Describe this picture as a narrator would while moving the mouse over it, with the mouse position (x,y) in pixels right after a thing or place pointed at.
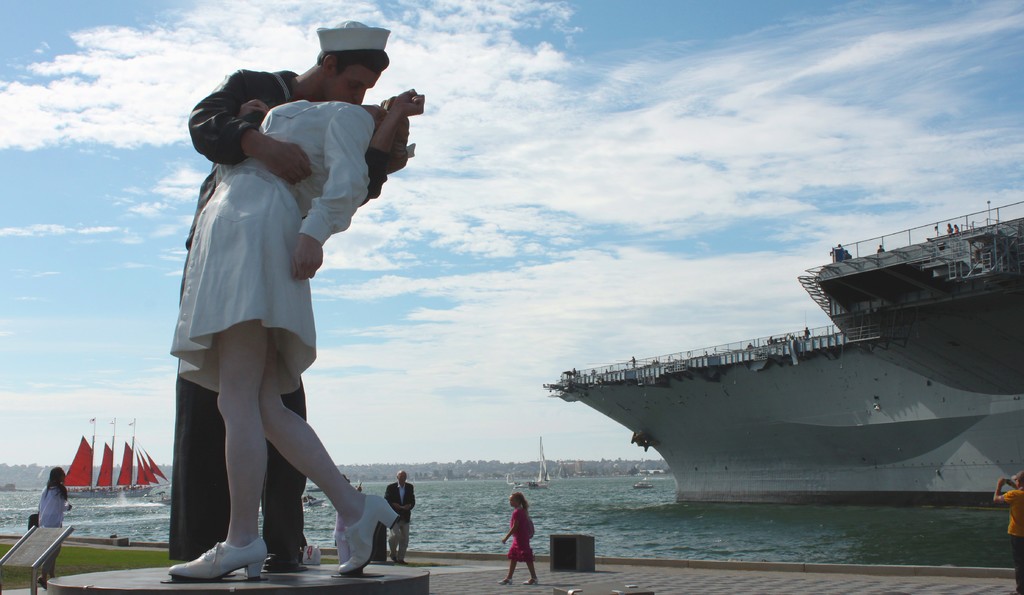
This is the man (245,125) and woman (276,176) standing. I can see a man (296,405) holding the woman (368,115). There are few people (409,505) walking. This looks like a ship (718,445) and the boats (126,467), which are on the water (581,515). Here is a pathway (733,586). These are the clouds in the sky (540,298). On the right corner of the image (1011,500), I can see a person (1011,516) standing.
